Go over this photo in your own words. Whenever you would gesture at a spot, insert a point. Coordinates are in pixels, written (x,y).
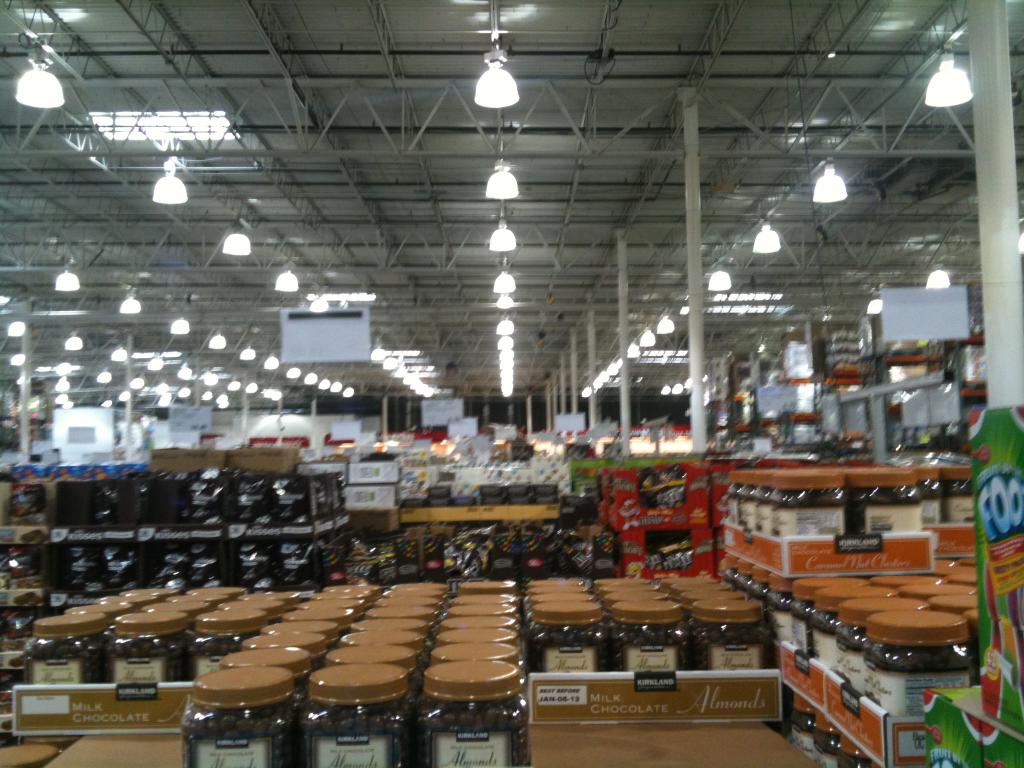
In this image there are racks (233,513) and we can see jars (526,601). In the background (593,433) there are poles (696,255). At the top (511,237) there are lights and we can see boards (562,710).
